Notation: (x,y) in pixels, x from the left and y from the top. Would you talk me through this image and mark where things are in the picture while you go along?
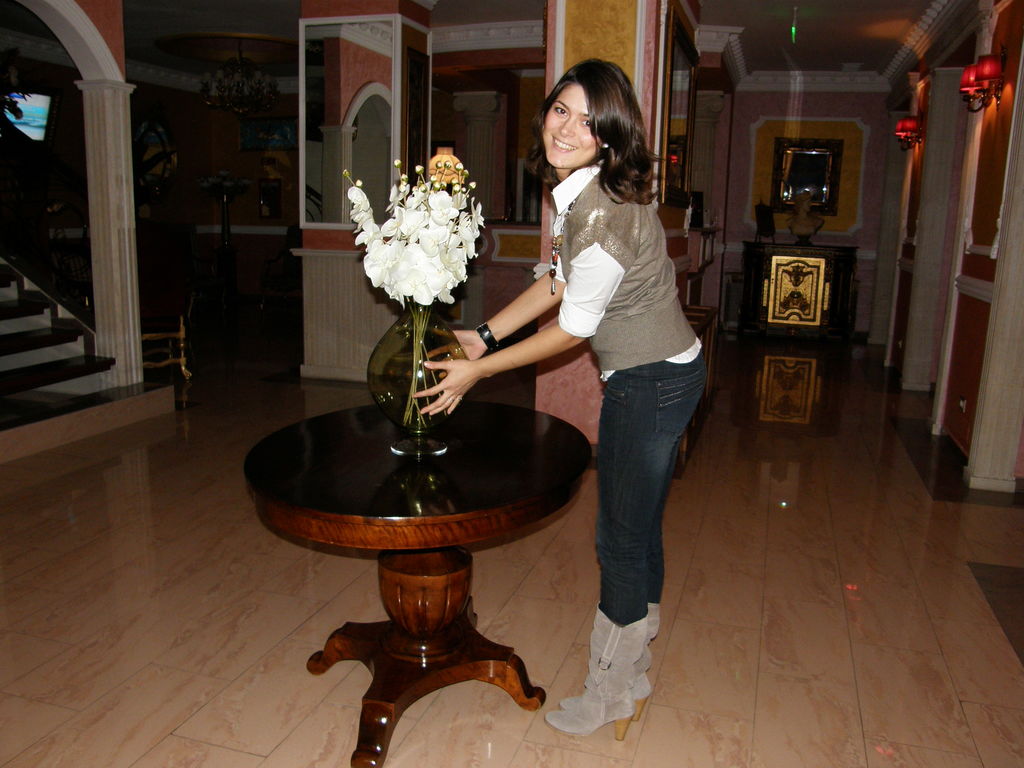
In this image I can see a woman (650,314) is holding the flower vase (385,355), she wore coat (644,302), shirt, trouser (650,455), shoes (617,629). On the left side (5,436) there is a staircase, on the right side (980,79) there are lights (994,73) to the wall (955,133).
